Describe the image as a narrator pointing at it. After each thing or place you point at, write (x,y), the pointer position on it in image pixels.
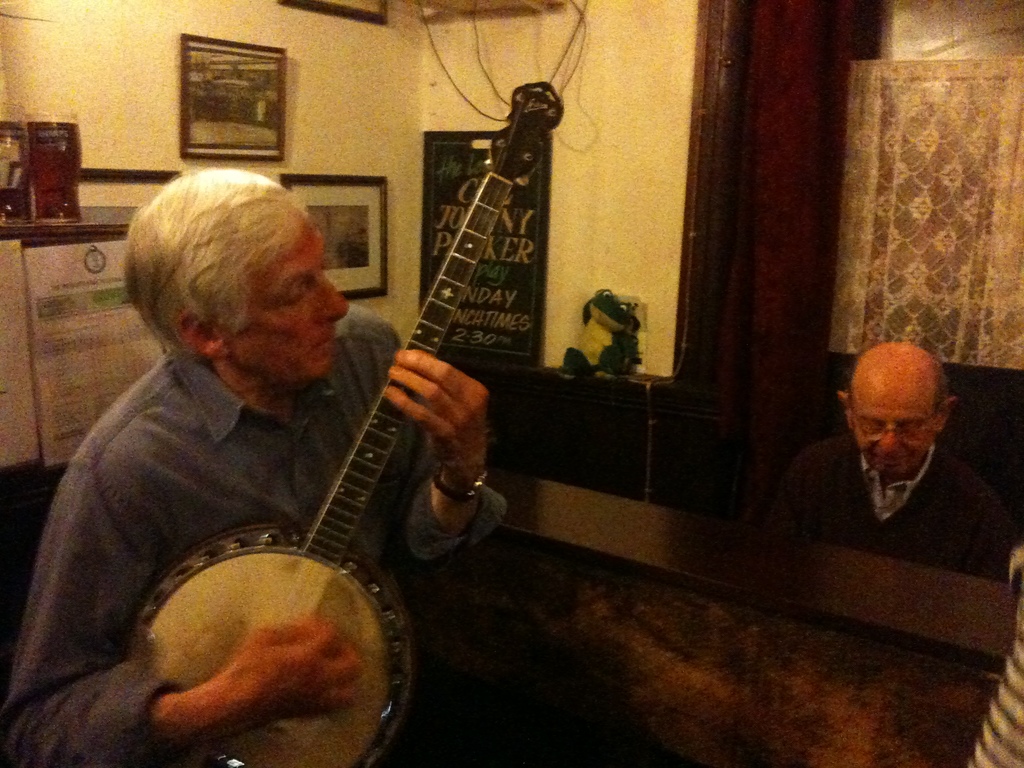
In the picture we can see two people (842,486). One person (296,398) is holding a banjo (244,560) and other is sitting. In the background (390,285) we can see a wall (408,288), photo frames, calendar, board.
